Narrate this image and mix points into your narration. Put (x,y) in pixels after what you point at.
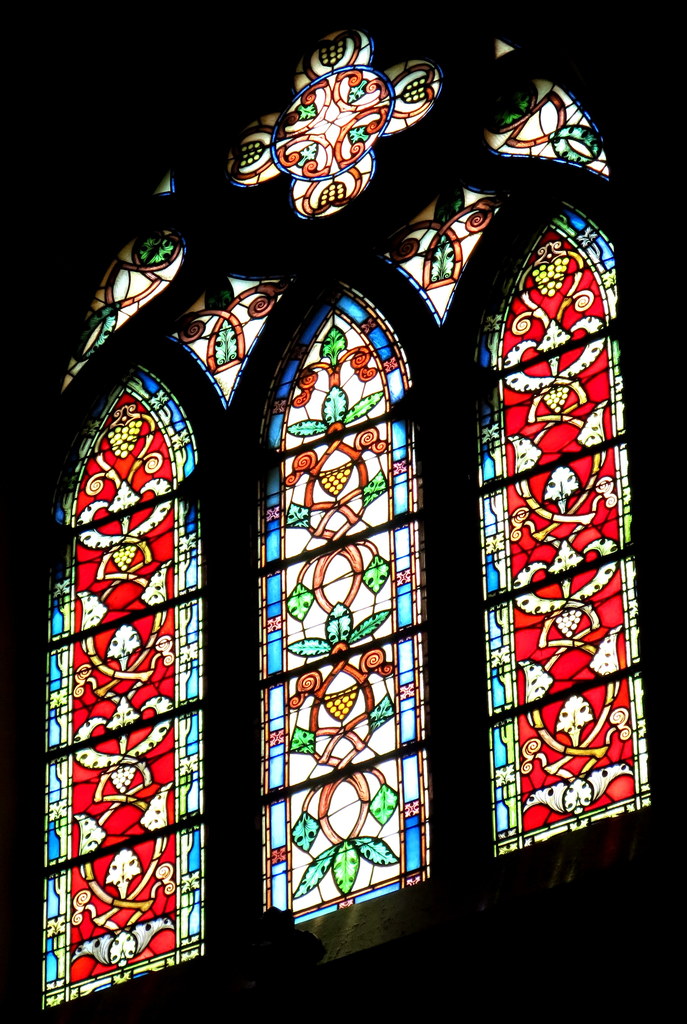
In this picture we can see stained glasses (501,604), there is a dark background (6,244).
